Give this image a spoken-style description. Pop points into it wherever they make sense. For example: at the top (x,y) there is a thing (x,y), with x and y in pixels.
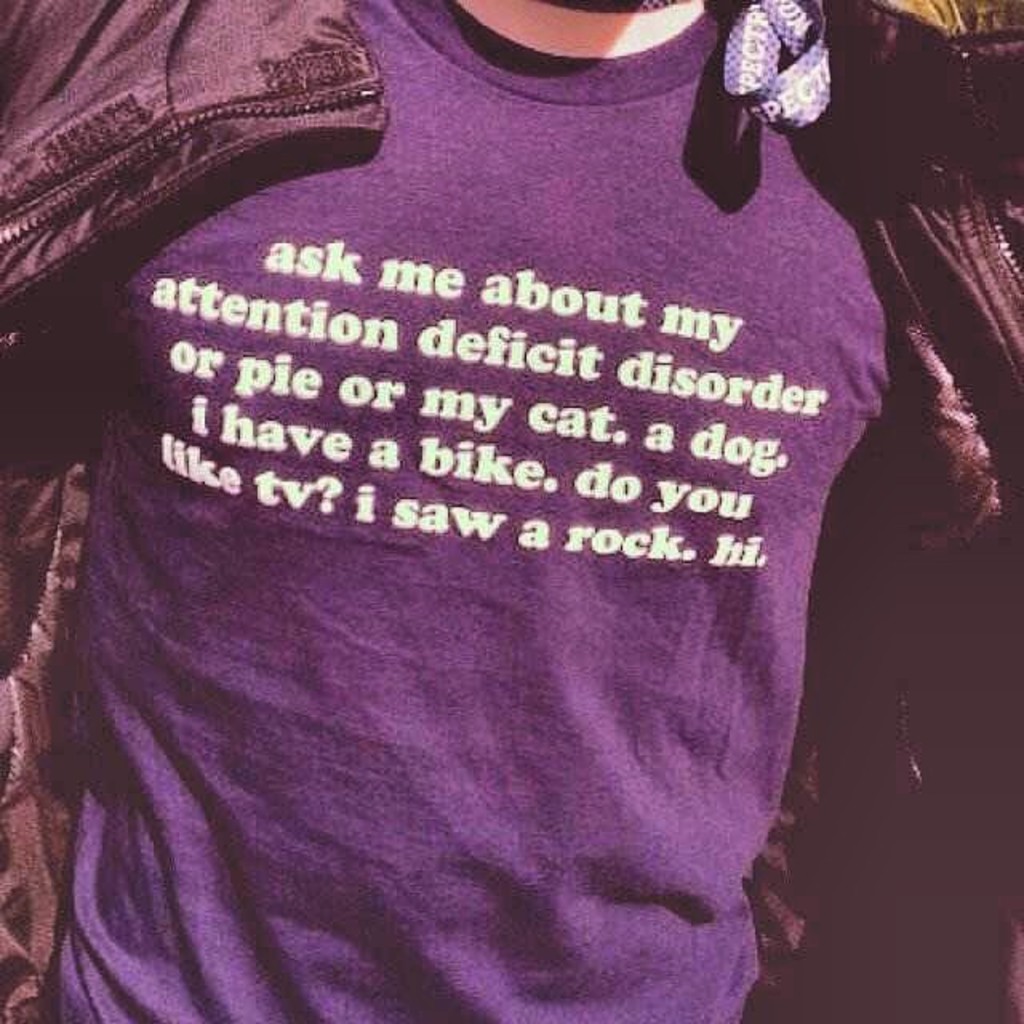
In this picture I can see there is a person (758,258) here and he is wearing a purple shirt (458,696) and a coat (160,53) on the shirt (467,528). There is something written on it.
